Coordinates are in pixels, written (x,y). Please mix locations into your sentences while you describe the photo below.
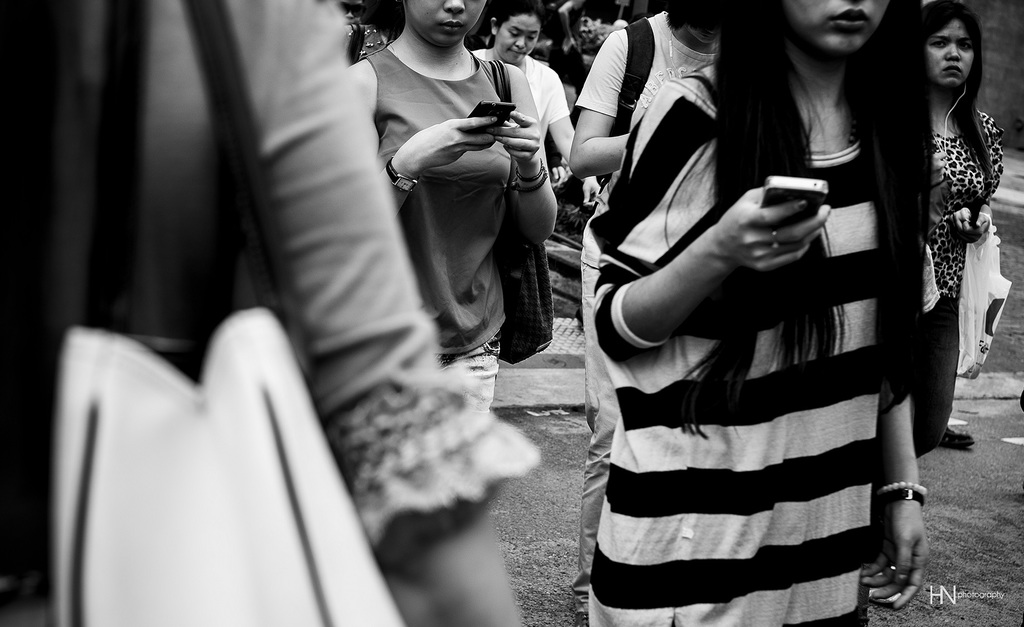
In this image we can see a group of persons (379,121). Among them we can see few people (652,295) holding few objects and we can see few people (483,148) wearing handbags (518,237).
